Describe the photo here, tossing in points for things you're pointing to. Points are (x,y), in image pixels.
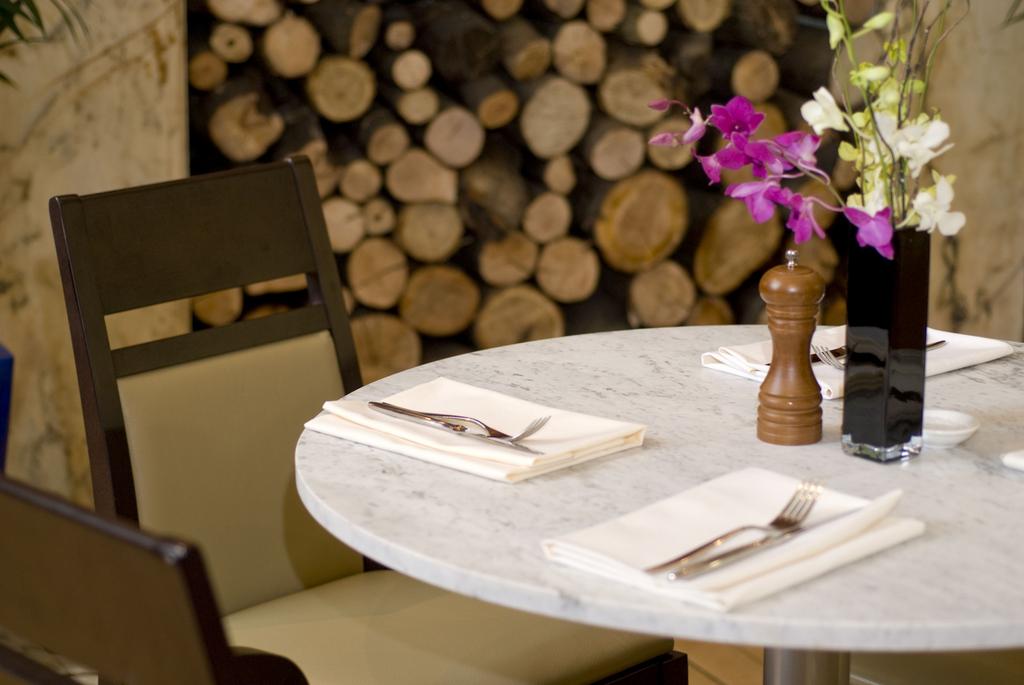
Here we see a table (994,519) and two chairs (305,362). On the table (991,382) we see a flower vase (884,391) and three sets of napkin (553,556) fork (678,560) and knife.
